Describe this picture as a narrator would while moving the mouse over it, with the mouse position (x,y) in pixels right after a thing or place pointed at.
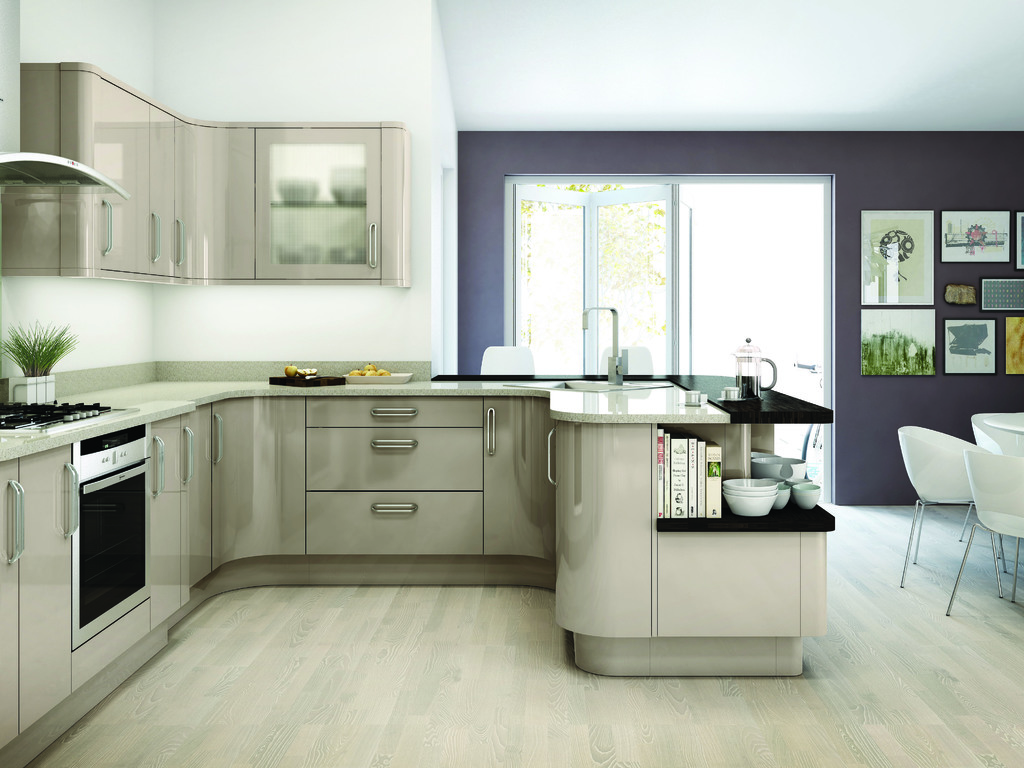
This is an inner view of a room (167,547) in which we can see a stove (28,417), a plant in a pot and some fruits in the plates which are placed on the counter top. We can also see the cupboards (335,495), a sink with a tap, some books (719,507) and bowls (758,483) placed on the surface (744,520), a window (622,323) and some frames (891,361) on a wall (968,380). On the right side (971,510) we can see some chairs (1017,522) placed on the floor (977,542).
